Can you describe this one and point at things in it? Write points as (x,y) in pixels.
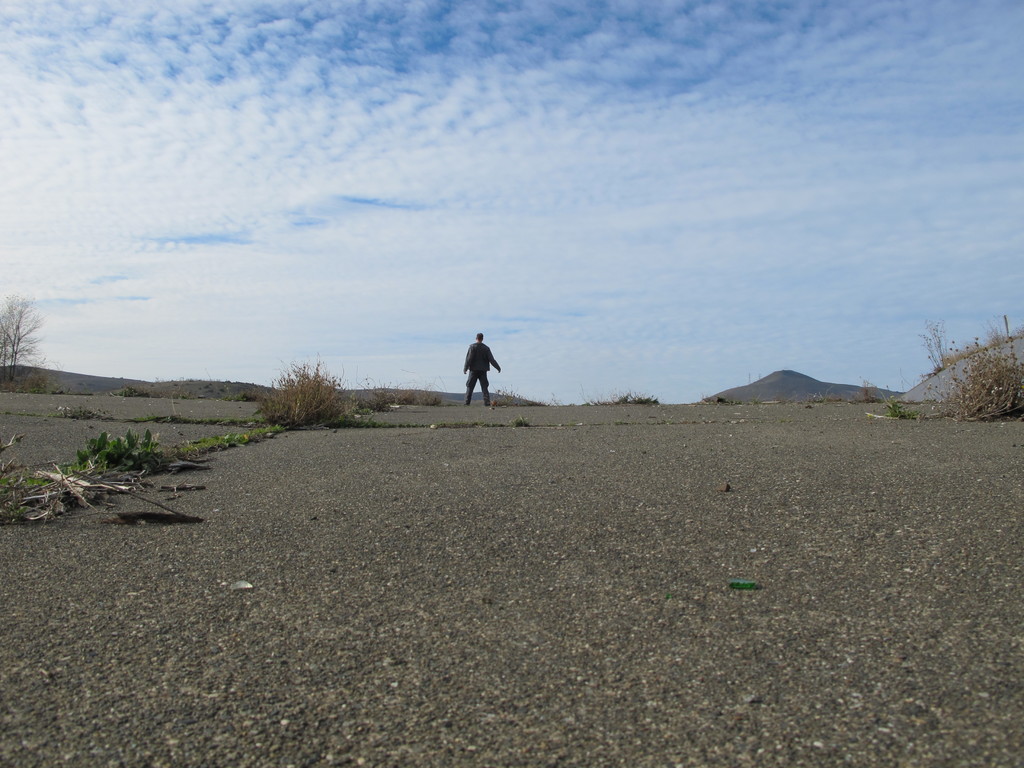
In this picture we can see few plants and a person (480,360) is standing in the middle of the image (466,370), in the background (124,369) we can find hills (828,396) and clouds (624,264).
